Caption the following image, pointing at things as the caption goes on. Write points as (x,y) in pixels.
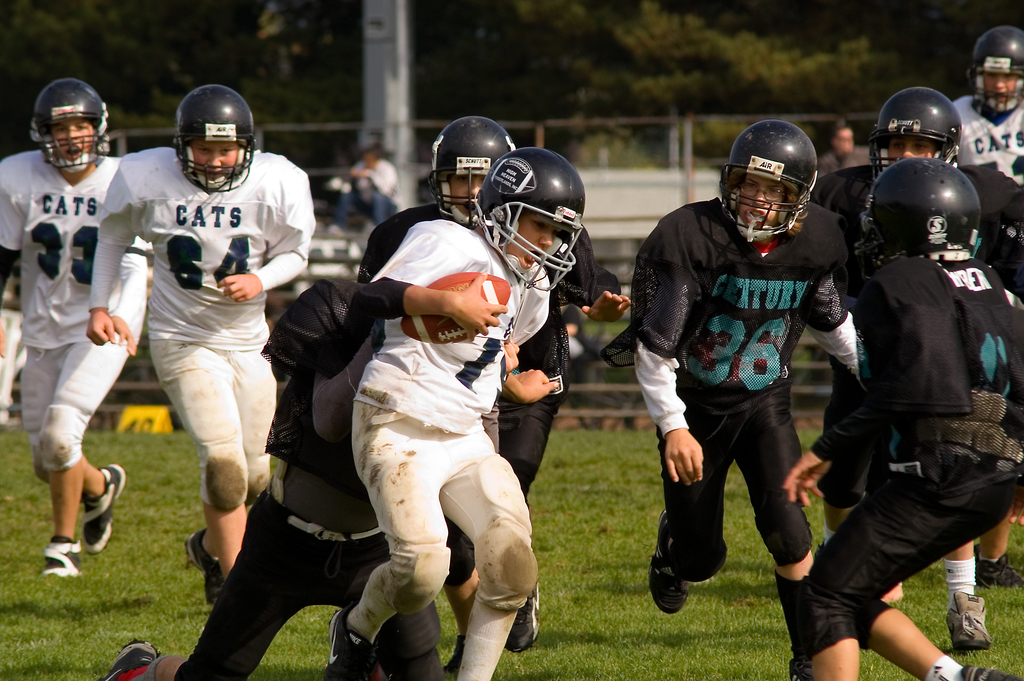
In this image there are many players (656,335) on the ground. This is a football (495,297). All of them are wearing helmet (527,162). In the background (575,158) there are trees (433,85), boundary (428,147). few people (842,147) are there.
